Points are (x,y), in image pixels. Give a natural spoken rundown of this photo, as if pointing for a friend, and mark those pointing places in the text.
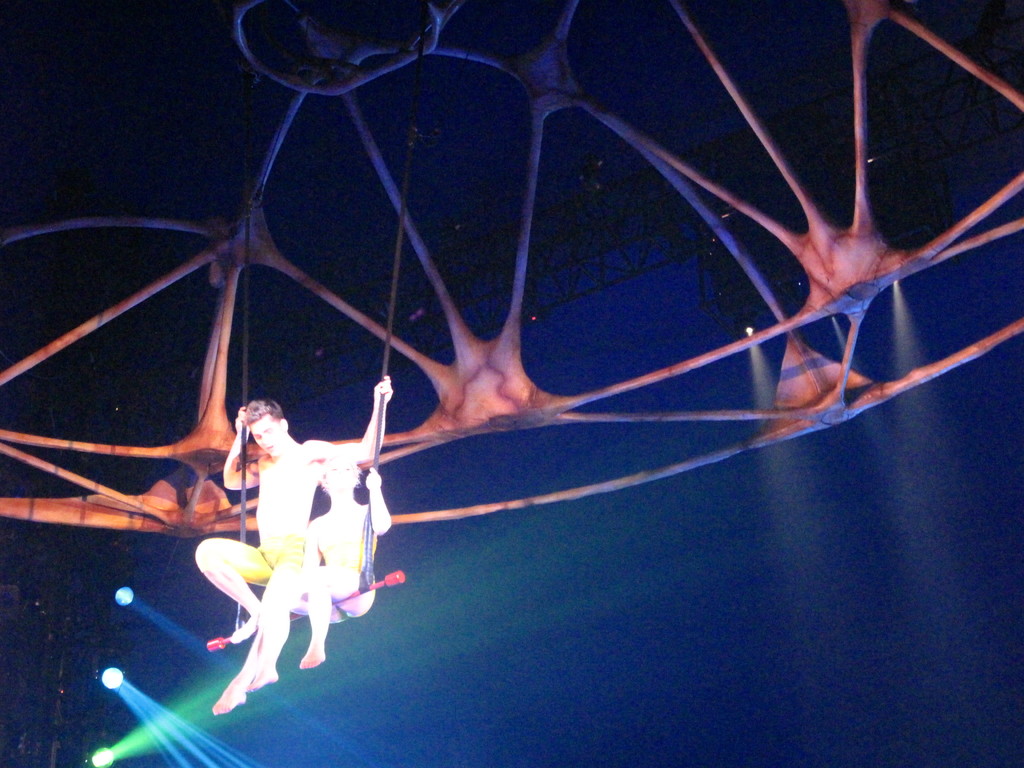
In this picture we can see two persons (328,524) are holding ropes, there are lights (98,752) in the background (94,766).
